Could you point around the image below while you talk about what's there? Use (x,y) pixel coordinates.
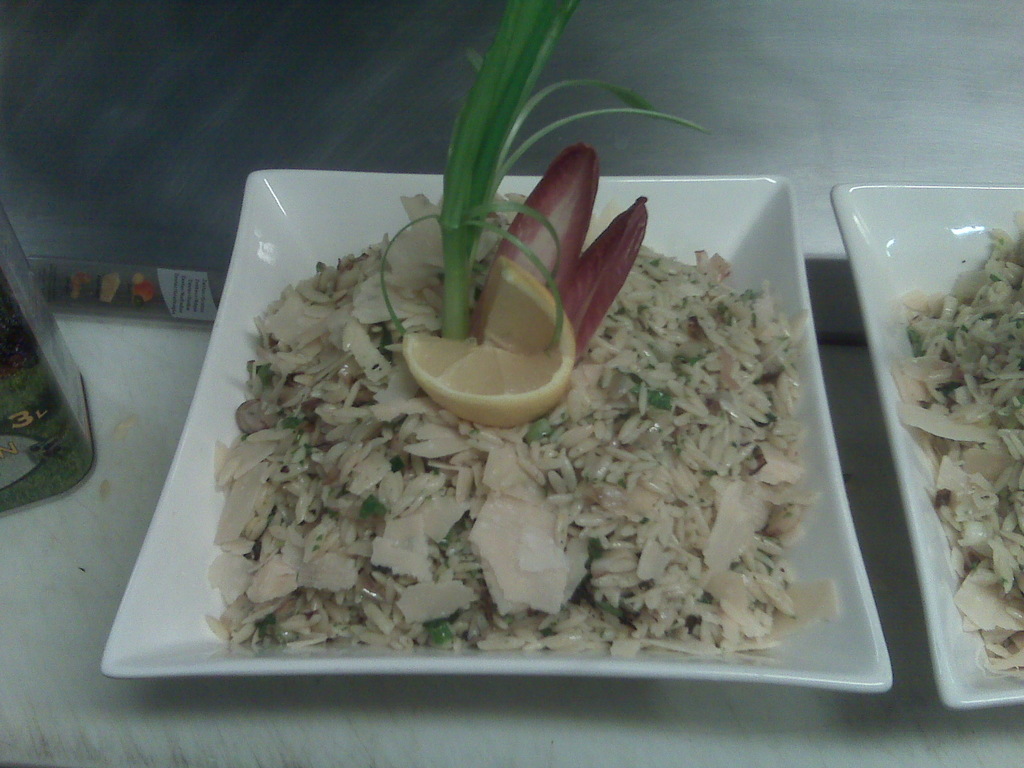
In this picture there is a plate (306,656) in the center of the image (589,298), which contains rice (691,425) and other food items (464,359) in it and there is another plate (982,240) on the right side of the image (890,246).
